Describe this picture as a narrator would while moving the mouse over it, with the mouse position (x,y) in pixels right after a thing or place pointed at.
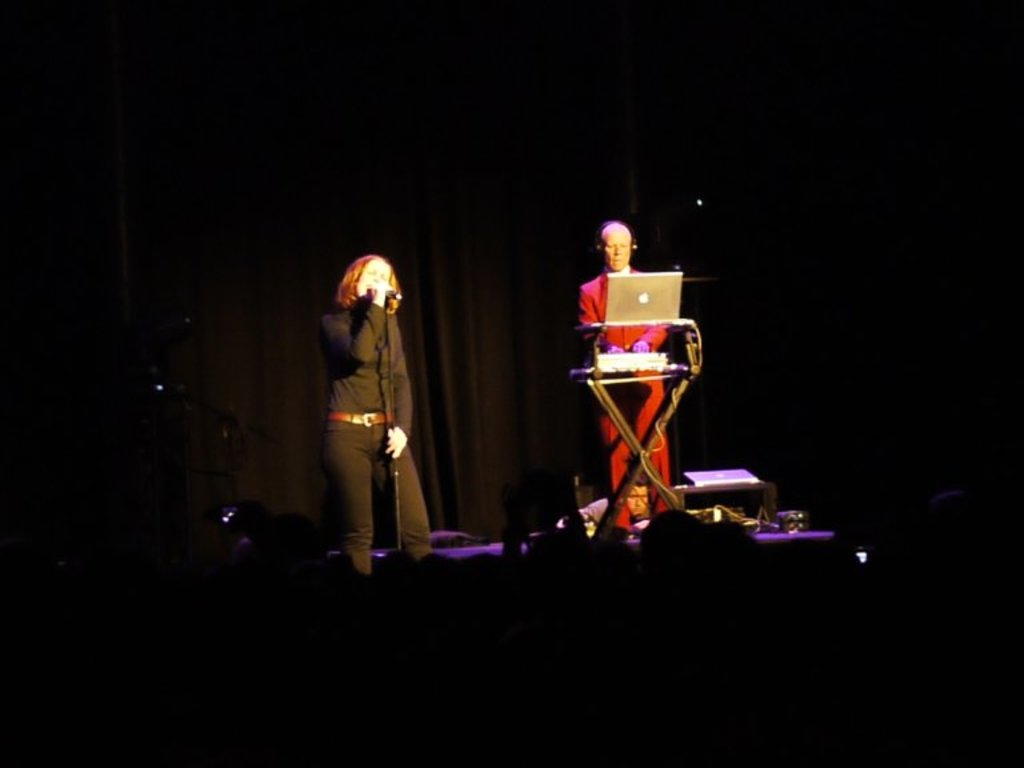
As we can see in the image there are two people (629,387), table (645,376) and laptop (663,290). The man (621,259) over here is wearing red color dress (629,331) and the woman (383,401) is wearing black color dress (395,407). The woman (368,381) is holding a mic (392,290). The image is little dark.
